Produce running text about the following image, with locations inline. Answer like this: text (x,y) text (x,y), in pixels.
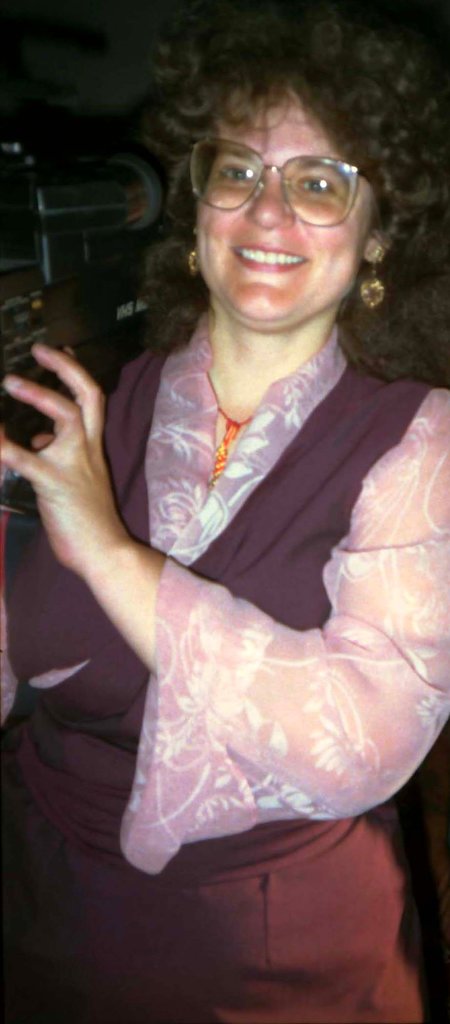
In this image we can see woman (203,643) holding video camera (37,304).
